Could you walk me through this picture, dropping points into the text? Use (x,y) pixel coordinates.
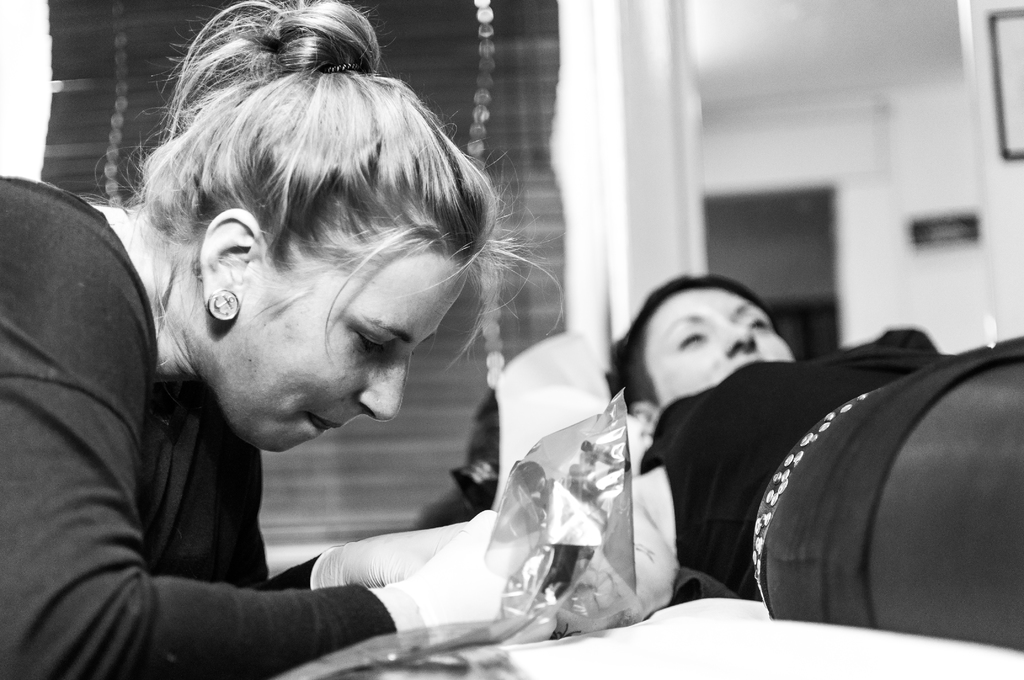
On the right side of the image (812,469) we can see a person (768,457) lying on the bed (726,613). On the left (179,575) there is a lady (192,571) holding an object (519,581). In the background (644,243) there is a door (777,252), wall (666,252) and we can see blinds (505,136).
